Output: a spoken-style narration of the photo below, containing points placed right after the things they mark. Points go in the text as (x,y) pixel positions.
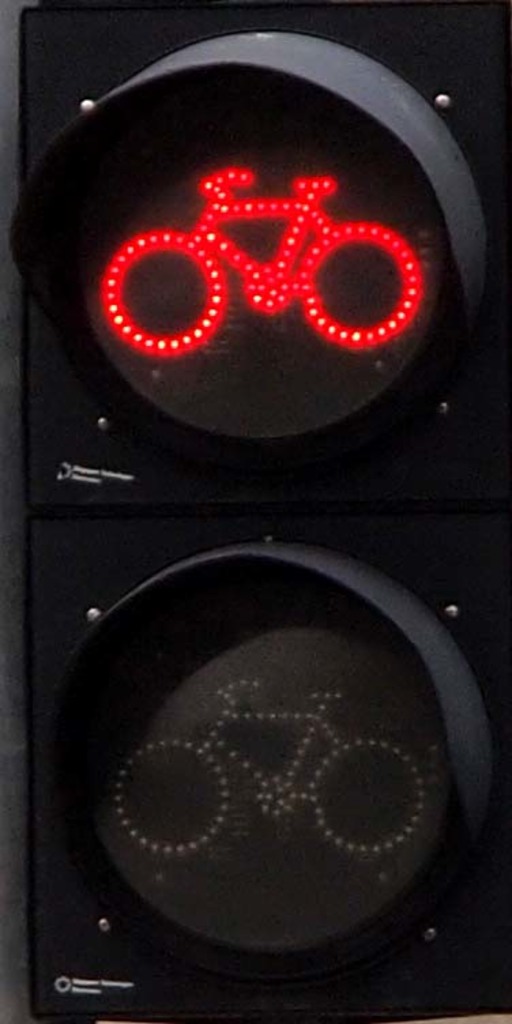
In the center of this picture (234,535) we can see the traffic signal (466,347) and we can see the depictions of bicycles (392,313) and some other objects (63,477).
